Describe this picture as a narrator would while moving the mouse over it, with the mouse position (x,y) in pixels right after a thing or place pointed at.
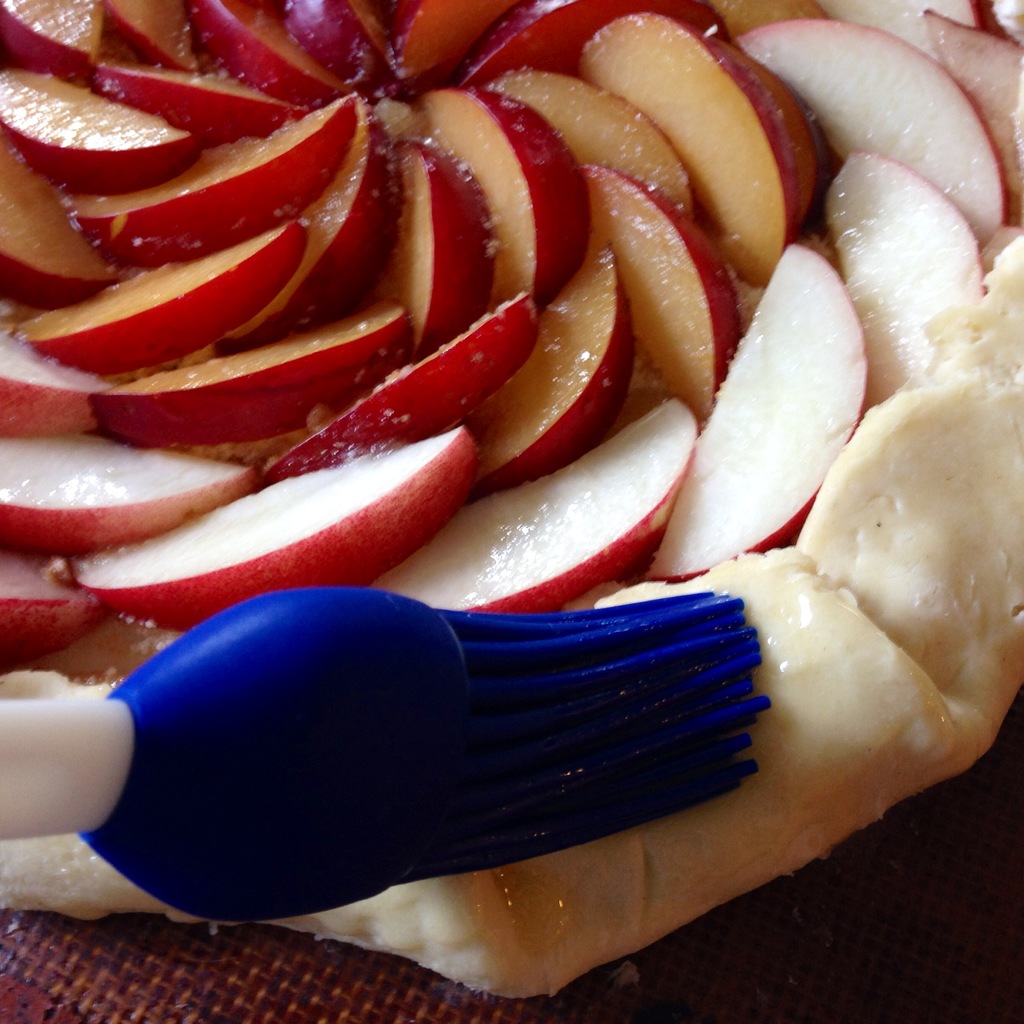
We can see apple slices (131,598), food (830,651) and brush (381,808).
